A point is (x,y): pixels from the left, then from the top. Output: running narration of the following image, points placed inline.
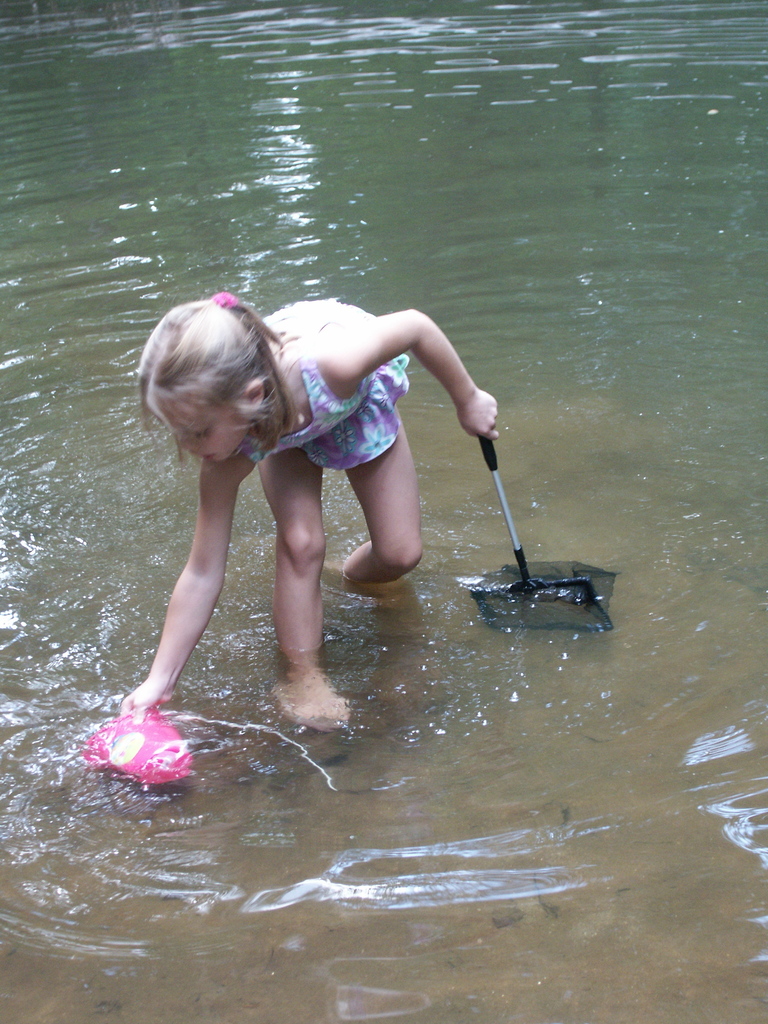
This image is taken outdoors. At the bottom of the image (395,873) there is a pond (496,851) with water (564,735). In the middle of the image (314,456) a girl (285,477) is standing and she is holding a net (532,594) and an object (144,729) in her hands (168,692).
